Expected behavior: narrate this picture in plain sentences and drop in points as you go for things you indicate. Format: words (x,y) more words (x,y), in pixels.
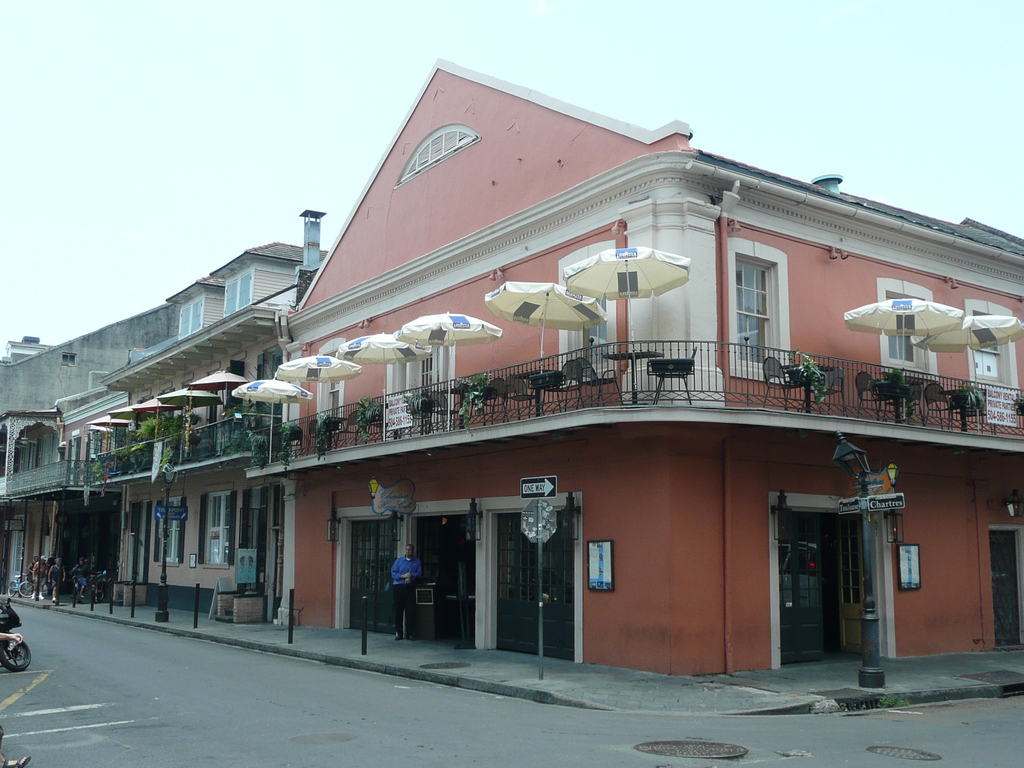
In this picture there is a man (395,602) who is standing near to the door (451,611), beside him i can see the sign boards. In the center (668,416) i can see the balcony (844,407). On the first floor (826,401) i can see the table (961,393), chairs (939,404) and umbrella (230,378). On the left (36,590) there are three persons (49,570) were standing near to the bikes (87,593). At the top (256,41) there is a sky (256,41). On the right (869,573) there is a street lights (869,516) in front of the door (803,549).
